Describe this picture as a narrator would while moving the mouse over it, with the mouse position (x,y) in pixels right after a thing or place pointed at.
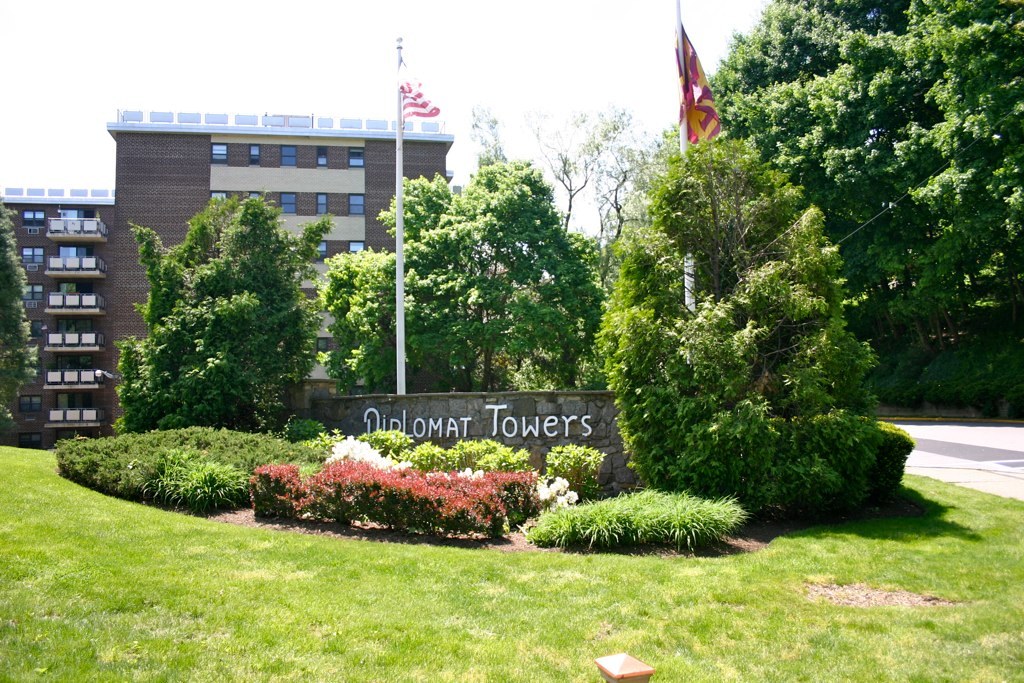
These are the buildings (173,174) with windows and glass doors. I can see two flags (699,103) hanging to the poles (400,320). This looks like a name board (463,420), which is attached to the wall (439,406). These are the trees (764,323) and small bushes (251,452). Here is the grass (962,493). This looks like a pathway (965,473).
